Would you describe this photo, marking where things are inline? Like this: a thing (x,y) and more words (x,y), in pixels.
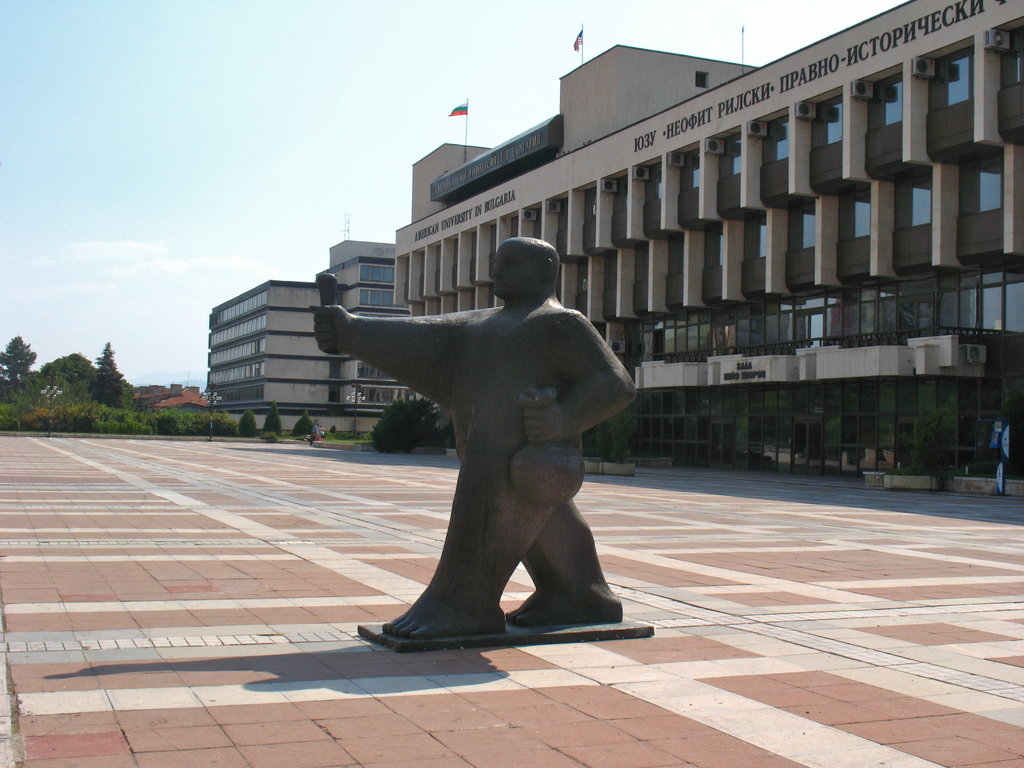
In the center of the image (491,330) there is a statue (482,485). To the right side of the image (731,416) there is a building (588,170) and flags (456,111) on it. In the background of the image (327,356) there are trees (205,411), buildings (296,372) and sky (153,301). At the bottom of the image (370,736) there is floor (308,721).
